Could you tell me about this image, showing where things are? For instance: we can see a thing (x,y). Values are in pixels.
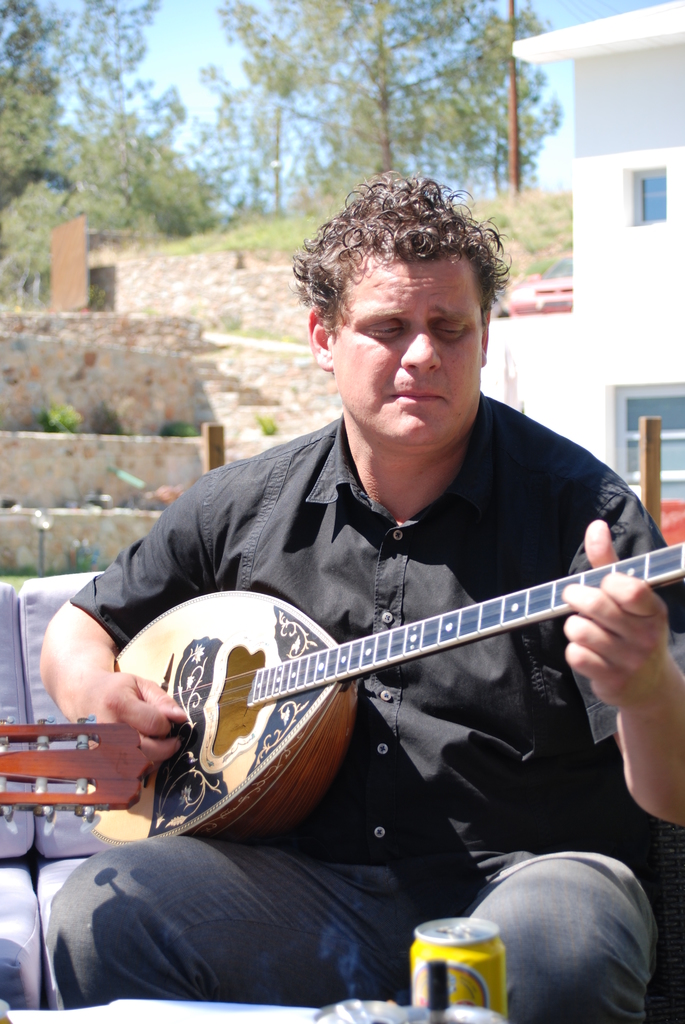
This picture is of outside. In the center (387,681) there is a man (528,489) wearing black color shirt (493,544), sitting and playing guitar (635,565) and we can see a can (465,955) placed on the top of the table (247,1011). In the background (268,11) there is a sky (222,44), trees (380,88) and a building (625,299).
